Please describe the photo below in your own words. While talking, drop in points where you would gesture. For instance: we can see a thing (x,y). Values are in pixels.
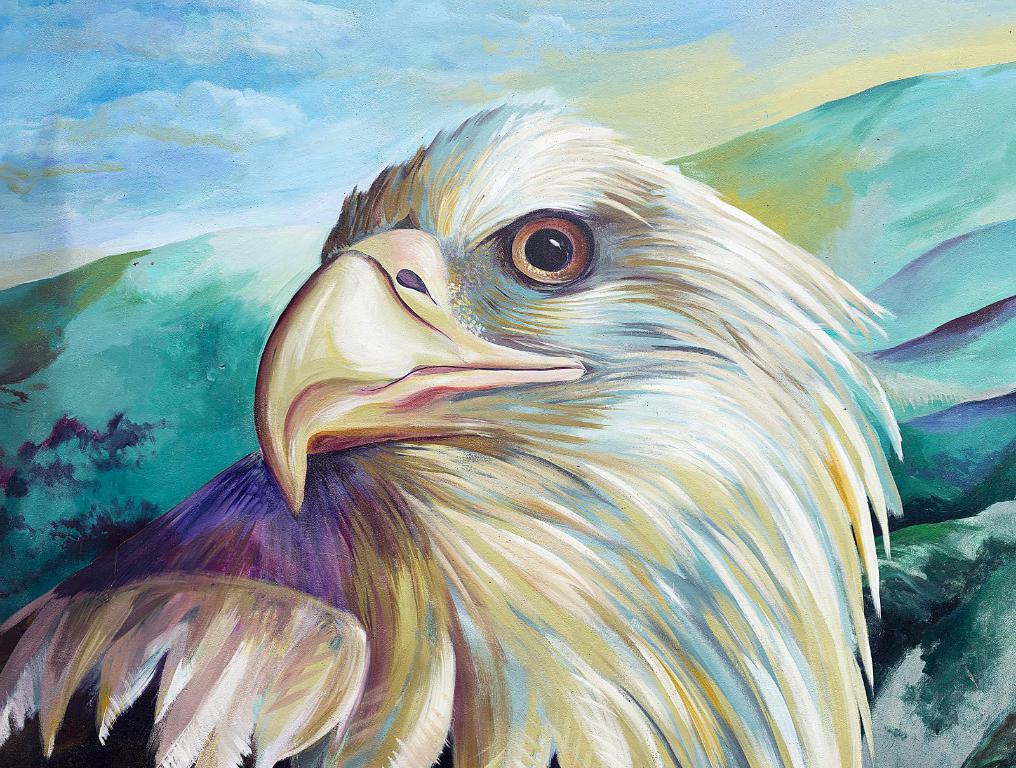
In this picture we can see a painting (210,493) of an eagle (218,489) and some clouds (207,118).
